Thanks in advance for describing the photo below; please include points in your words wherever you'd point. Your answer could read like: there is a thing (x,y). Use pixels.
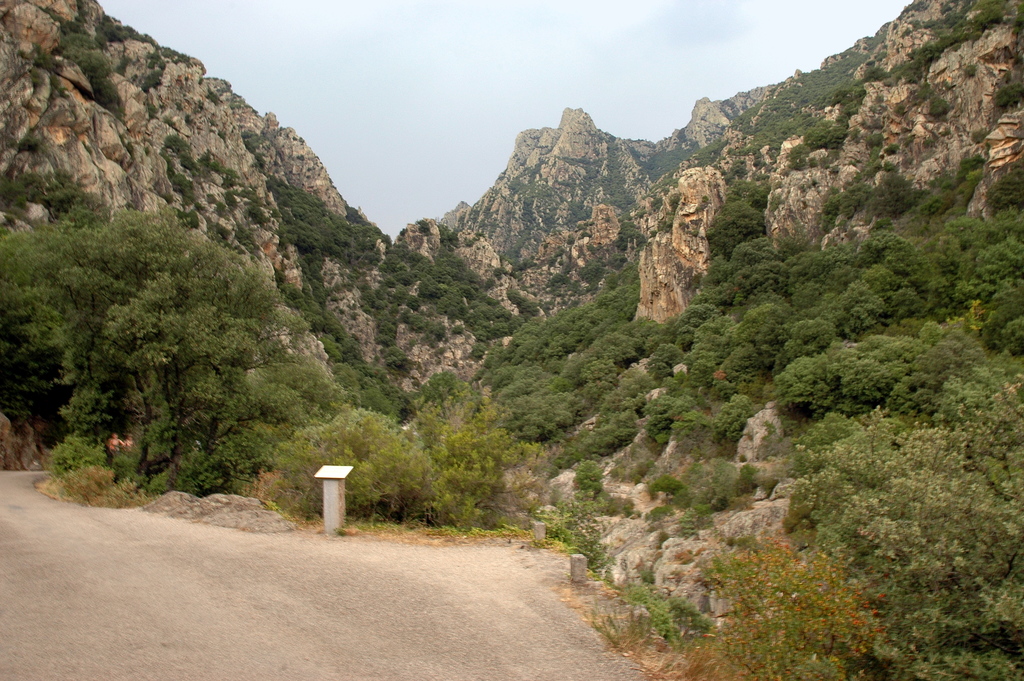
In this image there is sky (650,55), there are mountains (464,217), there are trees (860,418), there are plants (576,530), there is road (245,591), there is an object (335,488) on the ground (331,600).
